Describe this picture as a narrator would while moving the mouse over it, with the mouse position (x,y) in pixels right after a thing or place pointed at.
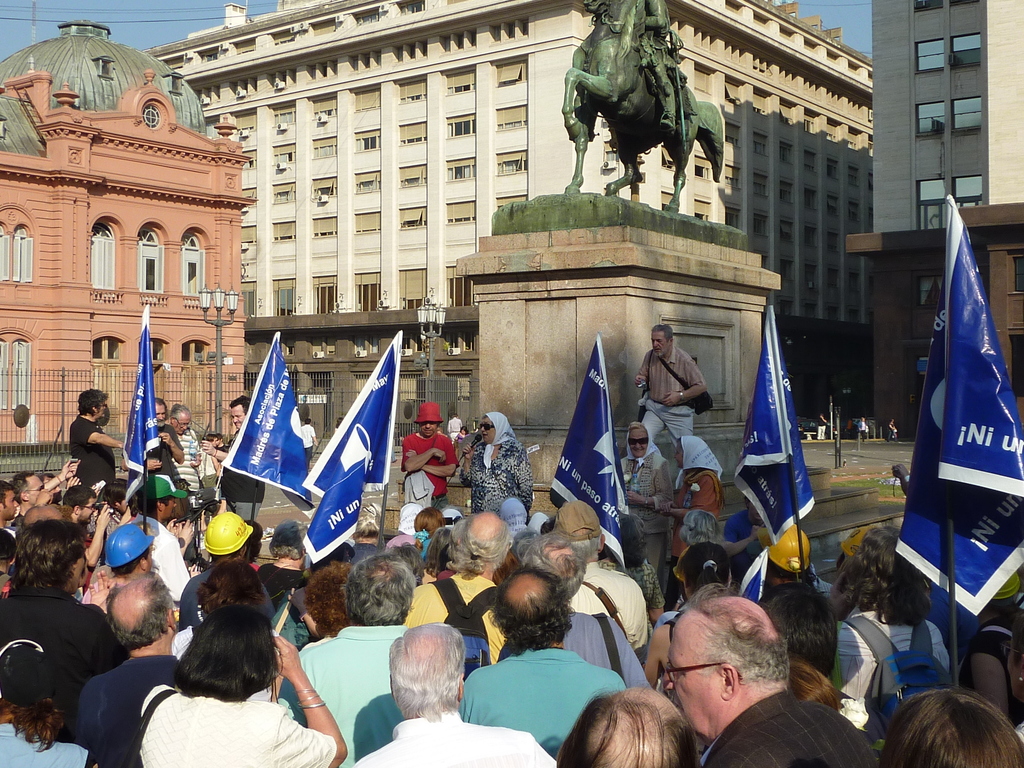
Here in this picture we can see number of people (313,610) standing on the ground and some of them are holding flag posts (240,450) in their hands (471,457) and some of them are wearing helmets (238,532) and carrying bags (452,588) and in front of them we can see a statue (627,19) present over a place (564,355) and we can see some people (436,411) standing on the steps (535,490), as we can see they are protesting and beside them we can see a railing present and in the far we can also see other buildings (366,175) with number of windows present over there and we can see the sky (29,27) is clear.
